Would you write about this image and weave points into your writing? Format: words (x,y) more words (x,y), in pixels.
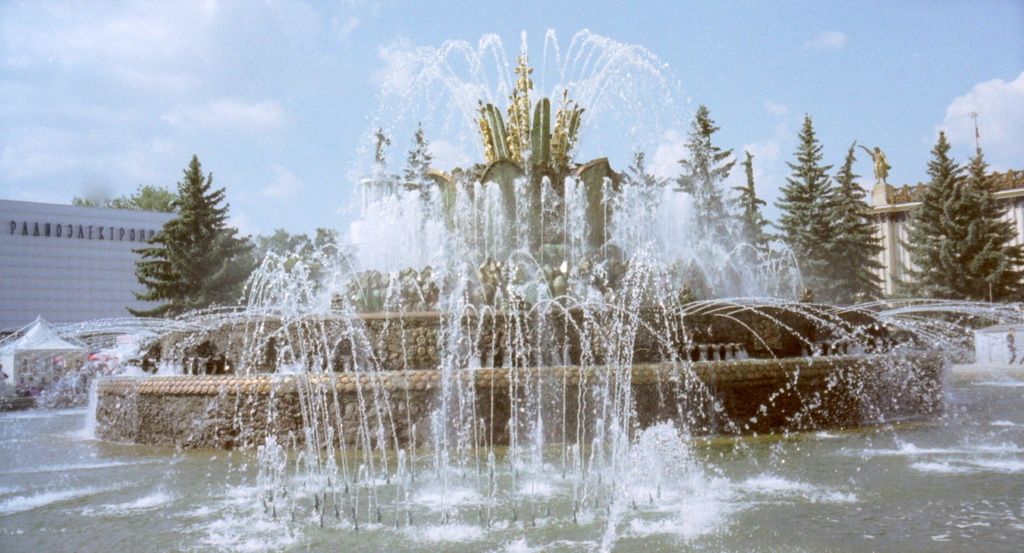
In this picture we can see the water (791,446), fountain (425,267), trees (937,257), walls (60,255), some objects (71,368) and in the background (462,29) we can see the sky (174,65).
